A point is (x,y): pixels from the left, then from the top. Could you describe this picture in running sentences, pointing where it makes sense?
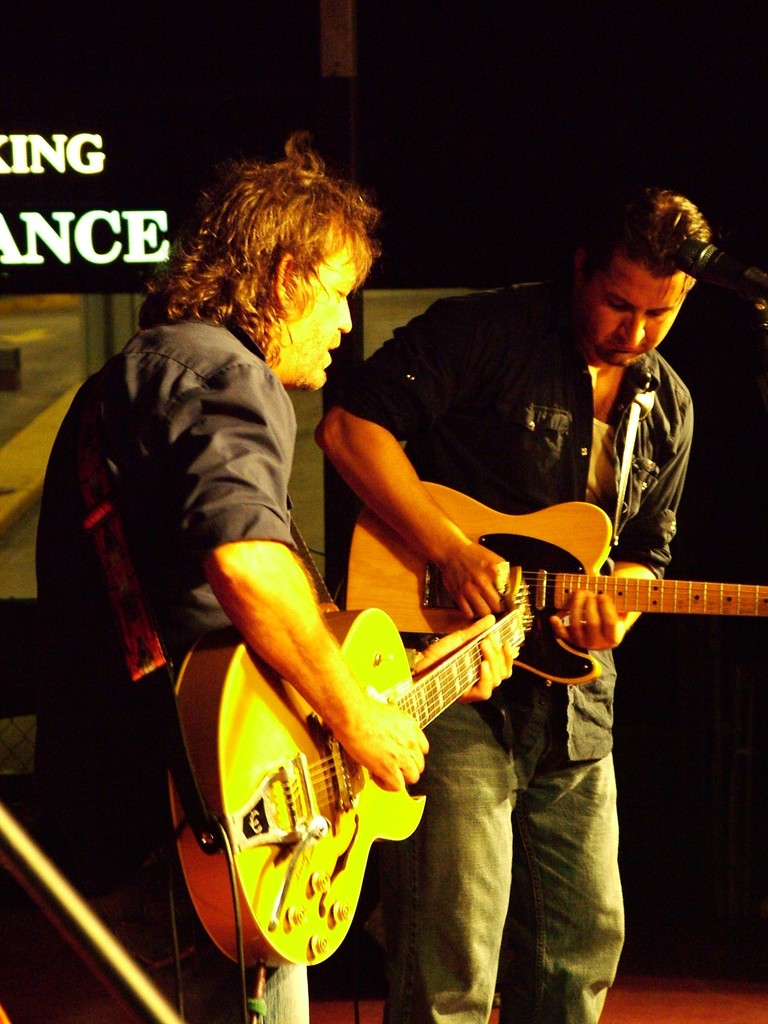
Here we can see a couple of guys (429,360) holding a guitar (595,534) and playing the guitar (296,723).
